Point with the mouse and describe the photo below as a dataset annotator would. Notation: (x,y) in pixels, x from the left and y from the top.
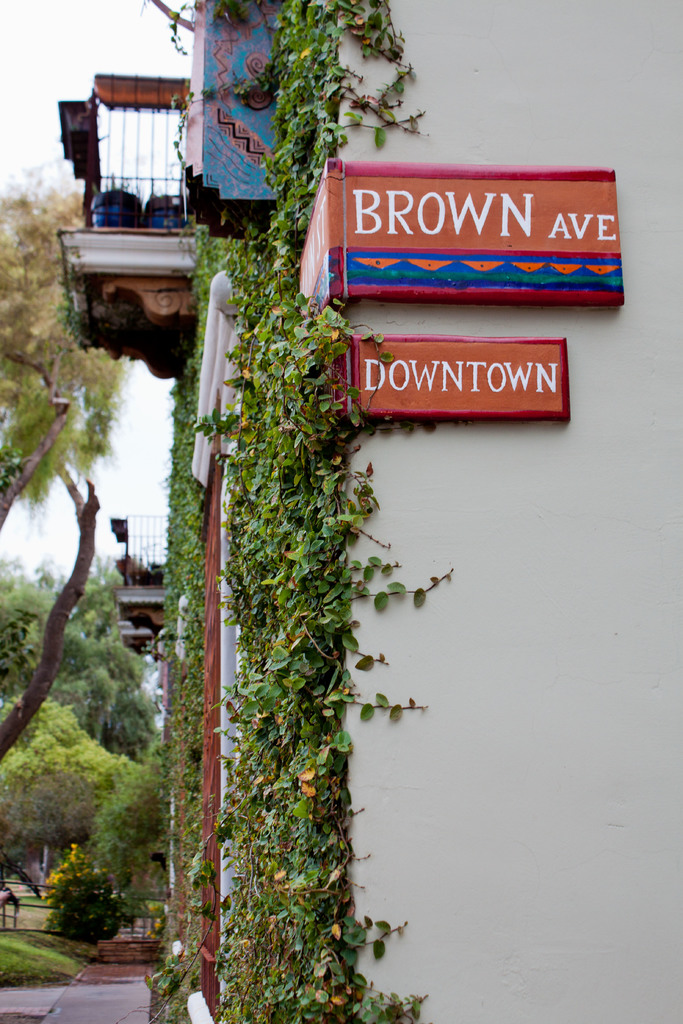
In this image there is the sky (70,48), there are trees (60,426) truncated towards the left of the image (30,834), there is a building (472,737) truncated, there are creepers (253,497), there are boards (444,337) on which text (504,222) is written, there are plants (101,913).
